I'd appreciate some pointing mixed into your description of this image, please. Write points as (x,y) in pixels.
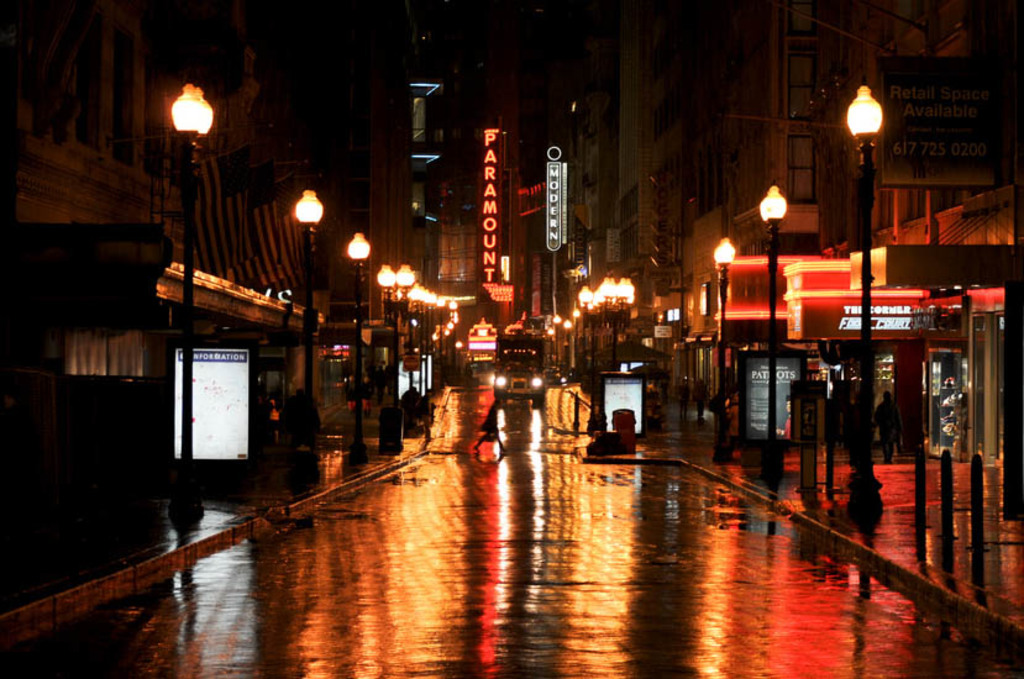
In this image I can see few people (414,420) walking, few vehicles (527,366), stalls (819,409), light poles (869,409), buildings (683,232) and few boards (566,169). In the background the sky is in black color.
